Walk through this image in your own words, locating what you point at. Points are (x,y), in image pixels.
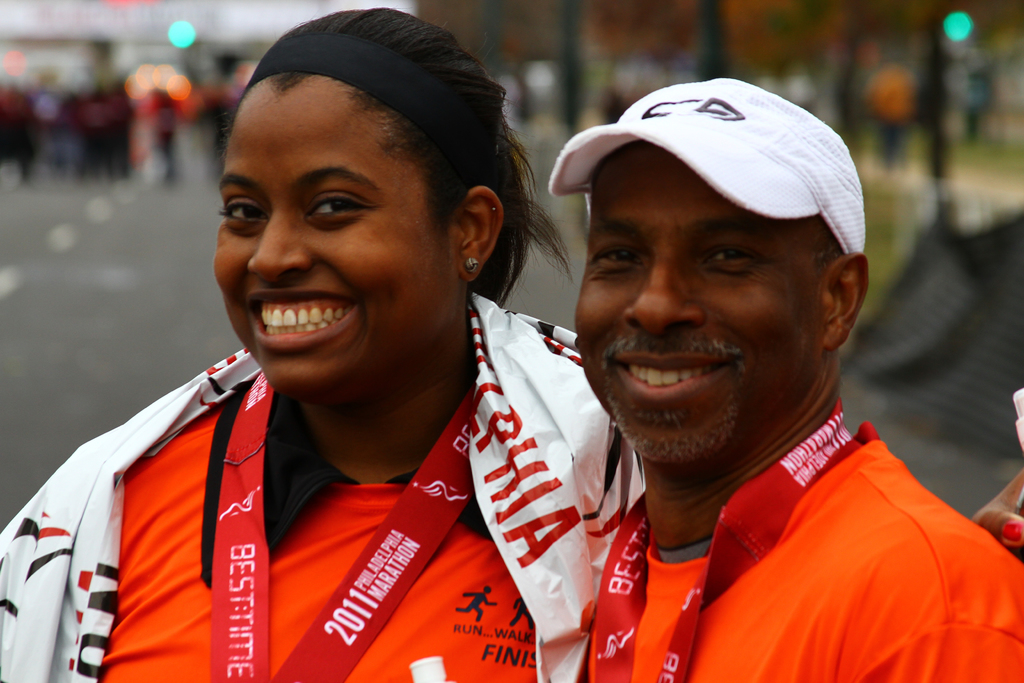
In this image we can see two persons (419,336). On the person's tag (388,593) we can see some text (244,630). The background of the image (48,27) is blurred.
